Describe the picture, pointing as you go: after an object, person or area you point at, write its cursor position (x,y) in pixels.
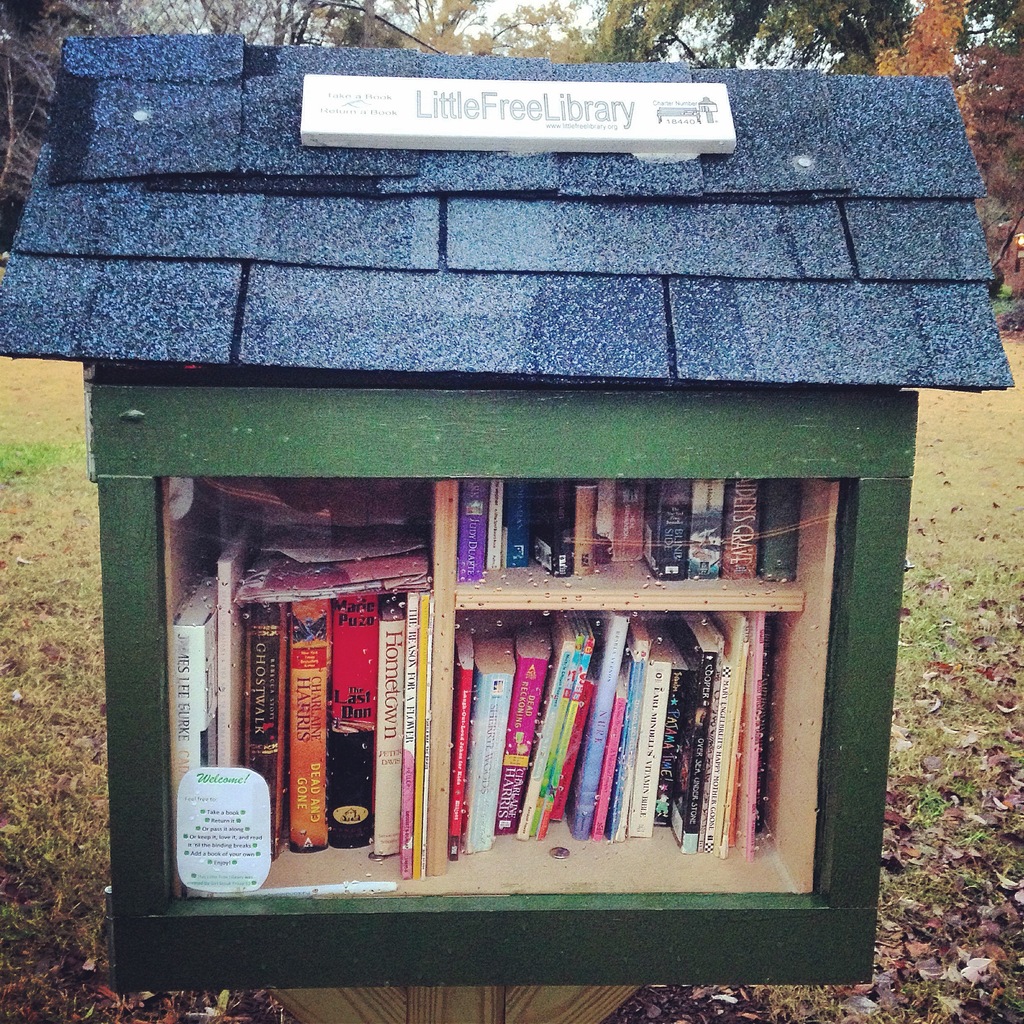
In this image we can see a box (450,608) with some books (470,684) in it, there are some trees (957,84), leaves (945,966) and the grass (931,991), also we can see the sky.
